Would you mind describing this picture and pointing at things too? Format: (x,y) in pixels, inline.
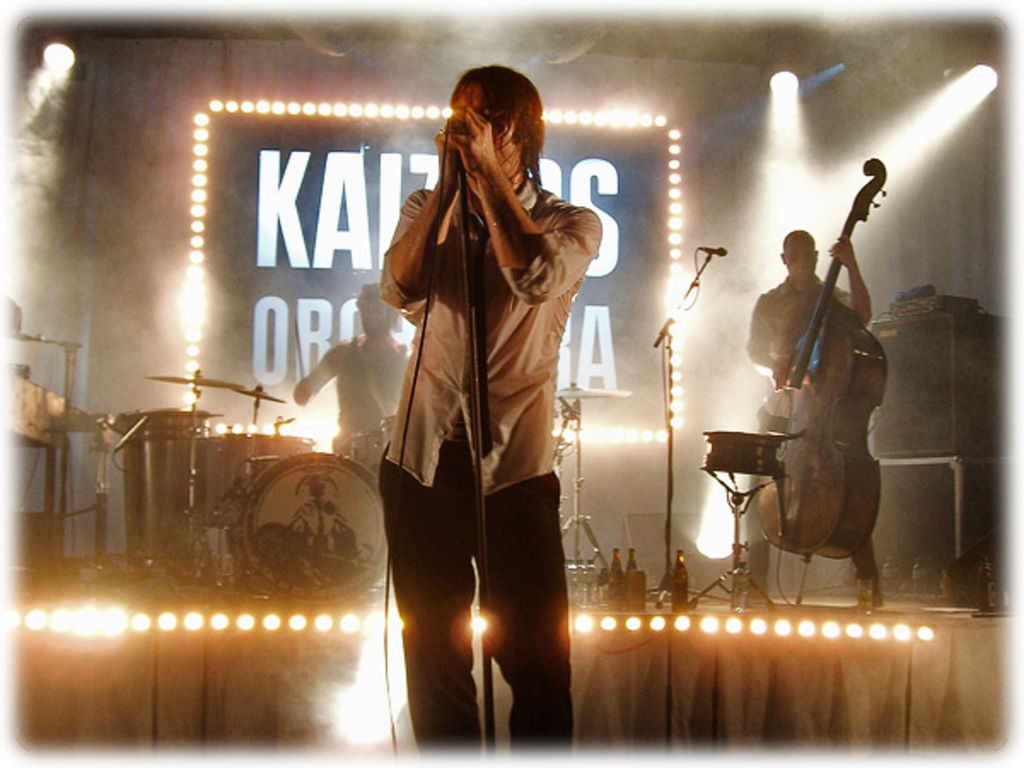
It is a music concert there is a person (508,305) standing in the front (471,260) and singing a song, behind this man (515,332) there are two other people (342,420) on the stage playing drums (167,470) and other musical instruments (798,430) and in the background (669,151) there is a name of the orchestra (300,169) and lights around that.
